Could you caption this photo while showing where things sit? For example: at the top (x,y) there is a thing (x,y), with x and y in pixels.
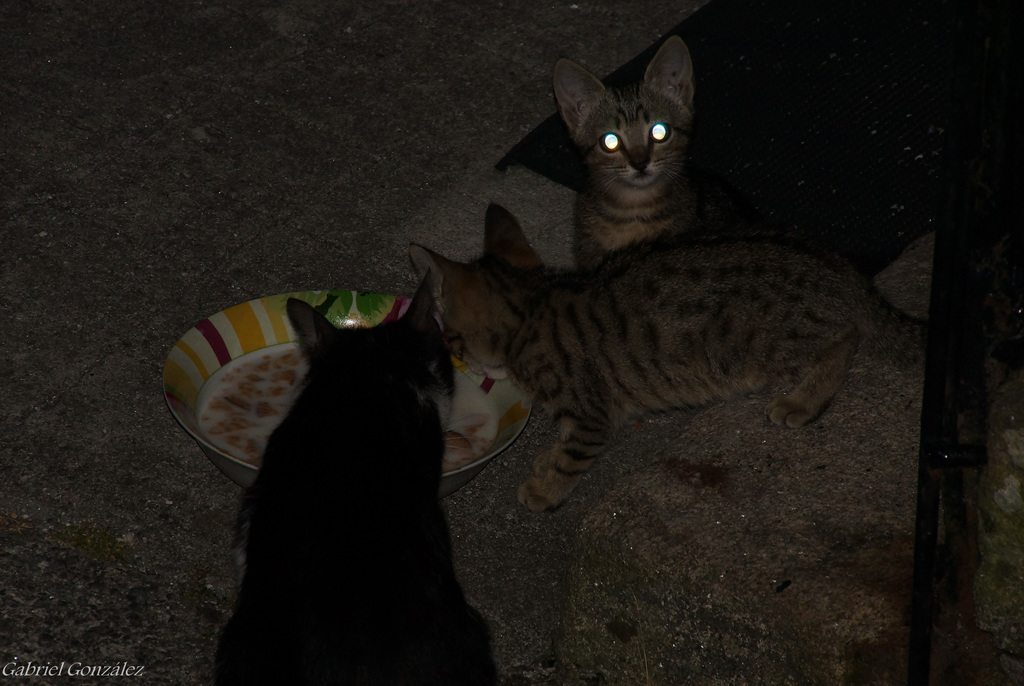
In this image there are two cats (348,406) eating the food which is in the plate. Beside the cats (659,291) there is another cat (634,199). Behind the cat (580,253) there is a mat (752,63) on the floor (466,68). On the right side of the image (941,423) there is a metal rod (941,423). There is some text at the bottom of the image (6,677).
